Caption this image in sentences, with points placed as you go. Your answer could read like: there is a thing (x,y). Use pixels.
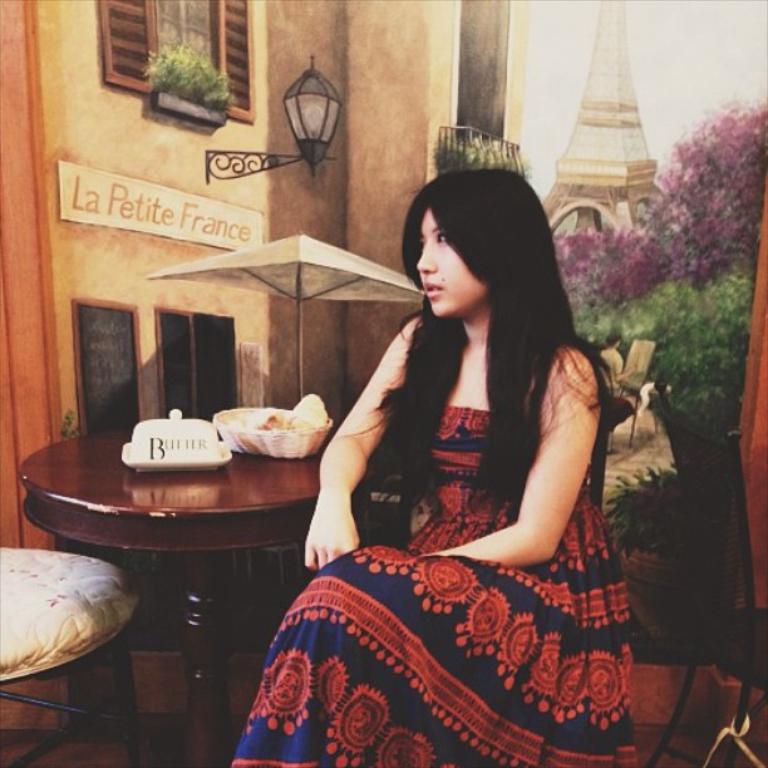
In this picture there is a woman (501,537) sitting in the chair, placing a hand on her lap (363,618) near the table (183,475) which is beside her on which some food items (286,420) were placed. In the background (264,331) there is a wall (94,253) and some lights (310,109) here.
